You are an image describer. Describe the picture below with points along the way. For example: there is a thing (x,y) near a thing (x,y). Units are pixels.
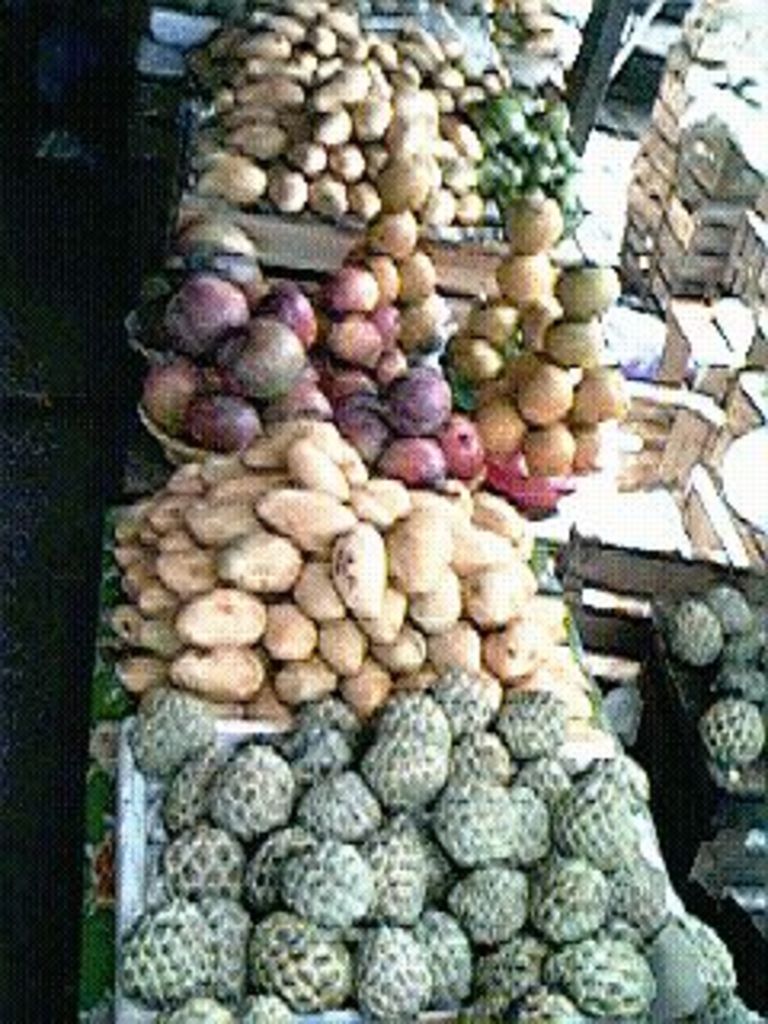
In this picture we can observe some fruits (328,117) and vegetables (291,524) in this stall (295,376). There are different types of vegetables (330,541). On the right side (675,188) we can observe boxes (690,274).
